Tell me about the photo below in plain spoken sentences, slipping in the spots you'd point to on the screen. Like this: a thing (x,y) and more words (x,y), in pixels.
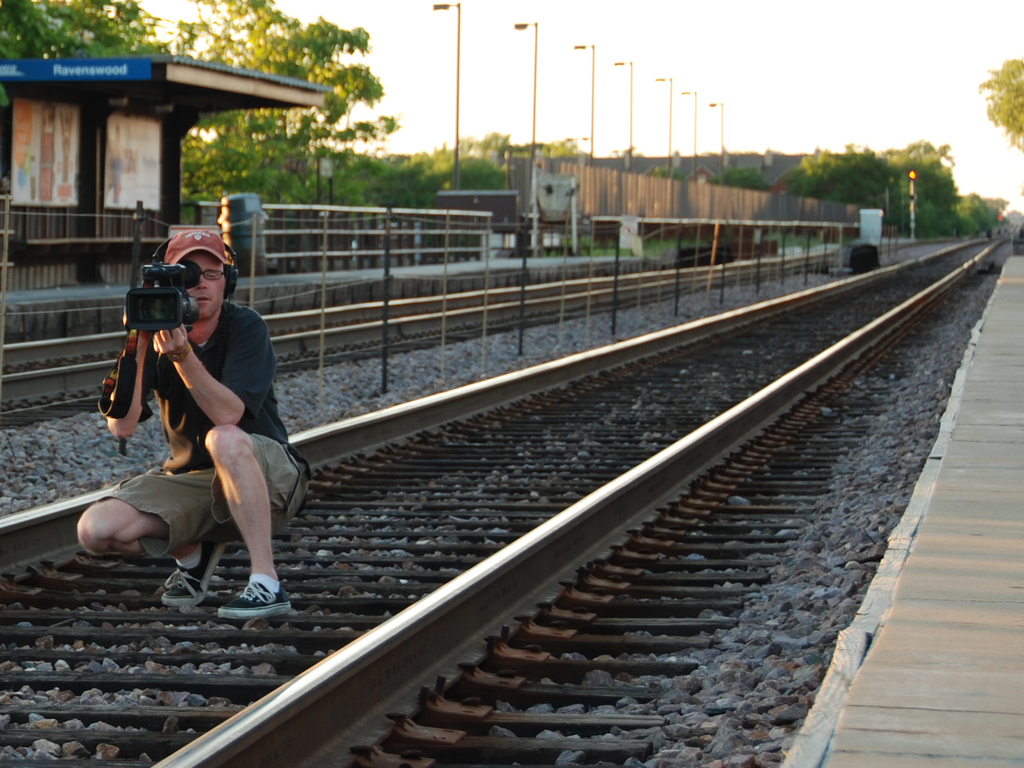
In the image there is a man (211,412) in black t-shirt (181,452) and short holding a camera (155,326) sitting on rail track (474,537), on the left side (238,179) there is a shelter (100,115) with trees (318,119) behind it all over the place with street lights (521,28) in front of it, on the right side (983,585) there is platform (975,550).
